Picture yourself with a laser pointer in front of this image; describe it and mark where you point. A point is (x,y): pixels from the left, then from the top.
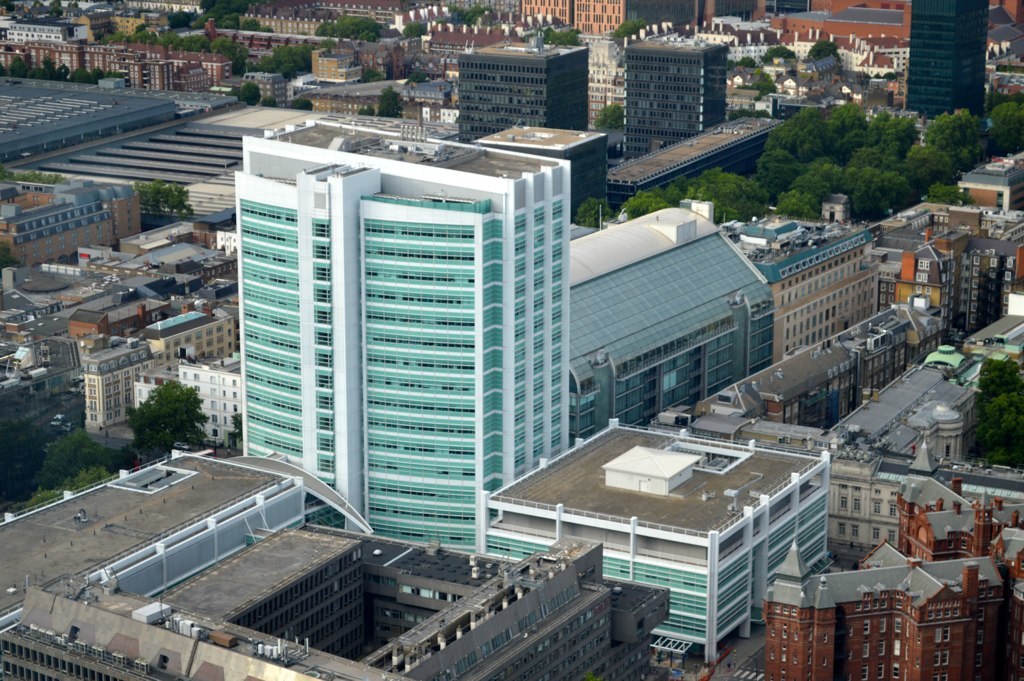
In the center of the image (359,257) we can see buildings (475,243), towers (511,187), trees (604,203), windows (502,119) and a few other objects (795,248).
